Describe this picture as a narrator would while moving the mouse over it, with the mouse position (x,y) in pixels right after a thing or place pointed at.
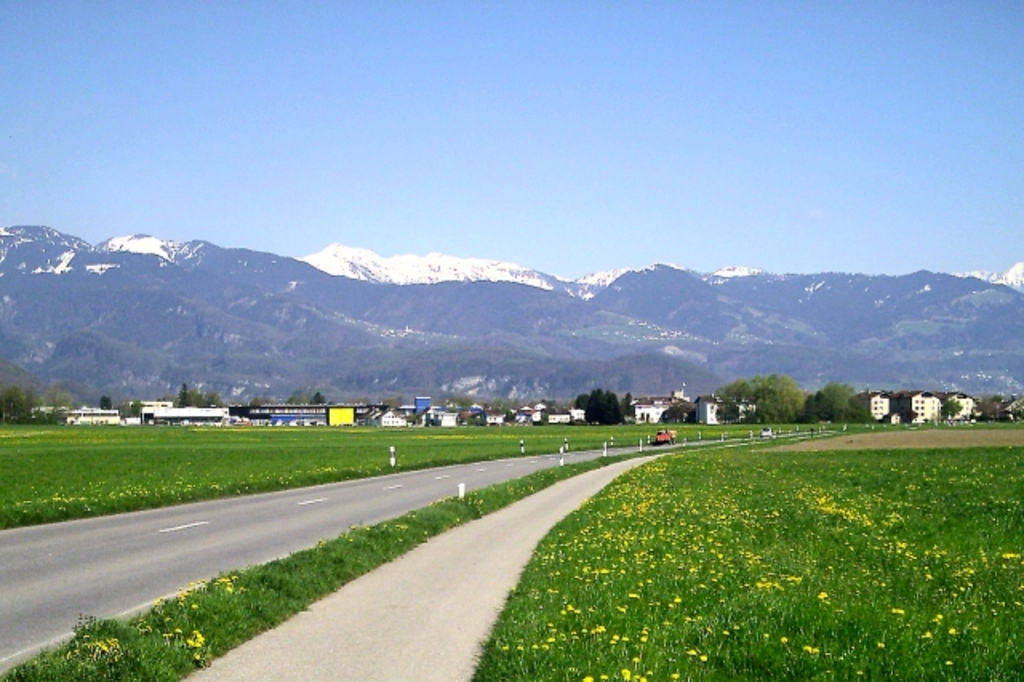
In this image we can see the vehicles (665,435) passing on the road (265,505). We can also see the barrier rods (523,446), flowers (663,500), path (465,554) and also the grass (161,449). In the background (275,407) we can see the buildings (647,406), hills (115,344) and also the mountains (438,273). We can also see the trees (676,418). Sky (337,194) is also visible in this image.
